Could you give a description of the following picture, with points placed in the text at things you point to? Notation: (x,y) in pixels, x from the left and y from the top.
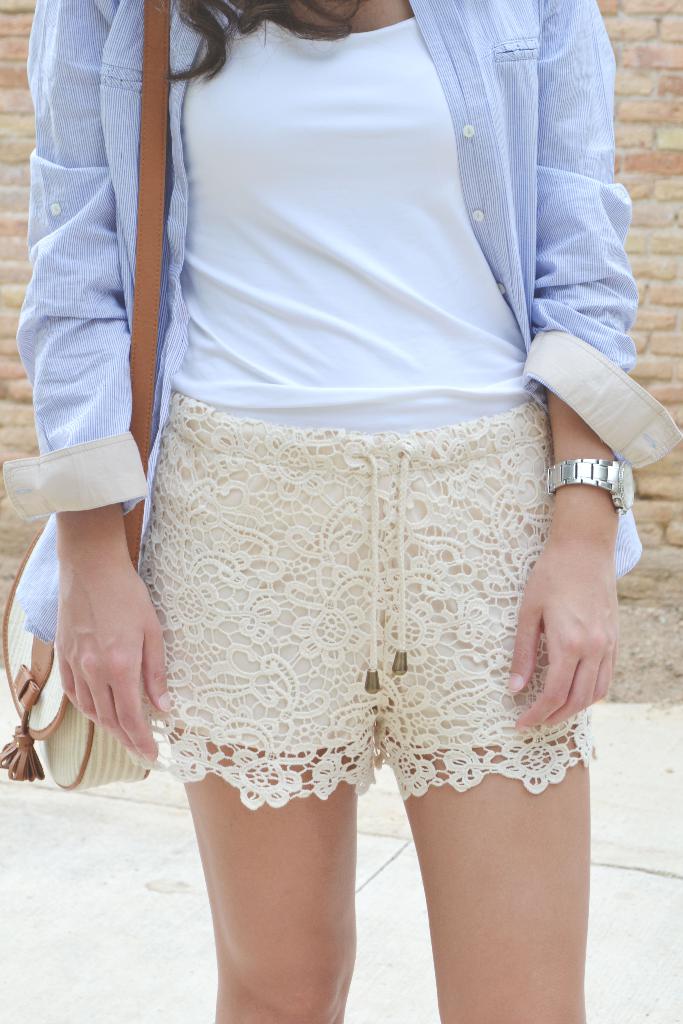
In the center of the image (333,400) woman (329,523) standing on the floor (607,972). In the background (4,264) there is a wall (658,76).
